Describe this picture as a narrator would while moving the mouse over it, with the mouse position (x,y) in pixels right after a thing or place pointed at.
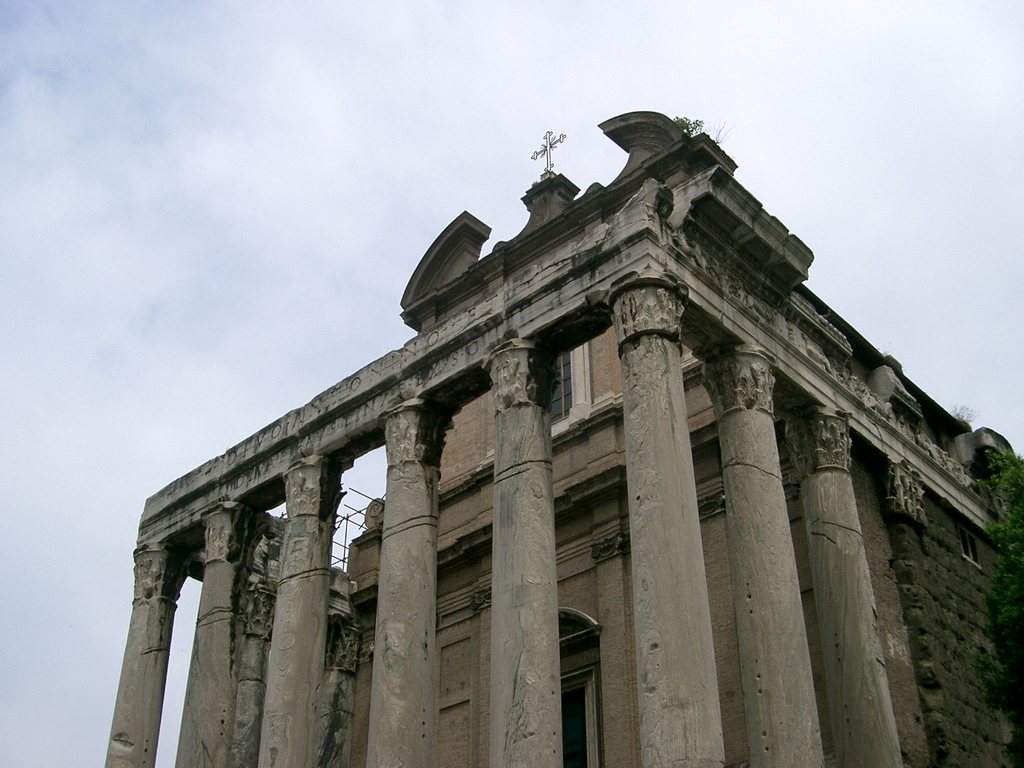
In this image, I can see a building (519,598) with pillars (713,665) and windows (587,415). On the right corner of the image (1005,563), I can see a tree (1005,586). In the background (859,284), there is the sky (124,215).
